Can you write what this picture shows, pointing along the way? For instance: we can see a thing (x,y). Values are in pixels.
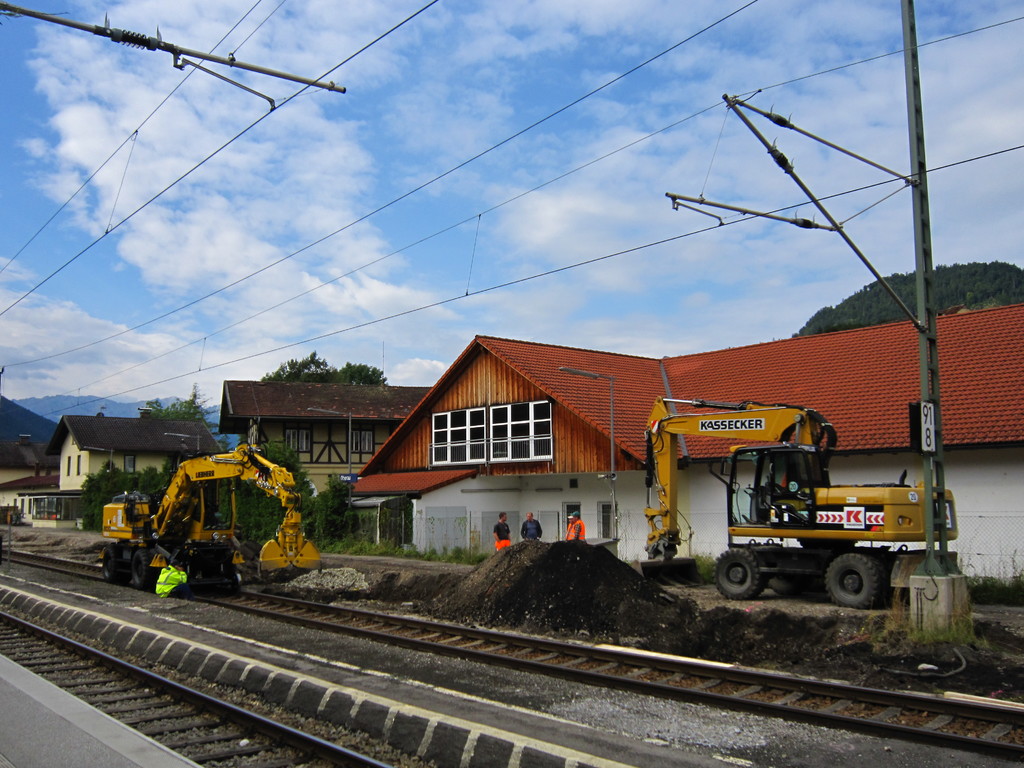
In this image there are railway tracks (245,716) and we can see an excavator (926,528) and another excavator (225,556). There are people (532,529). In the background (69,485) there are sheds (597,380), poles (926,357), wires (96,343), trees (302,370), hills (23,412) and sky (651,303).
